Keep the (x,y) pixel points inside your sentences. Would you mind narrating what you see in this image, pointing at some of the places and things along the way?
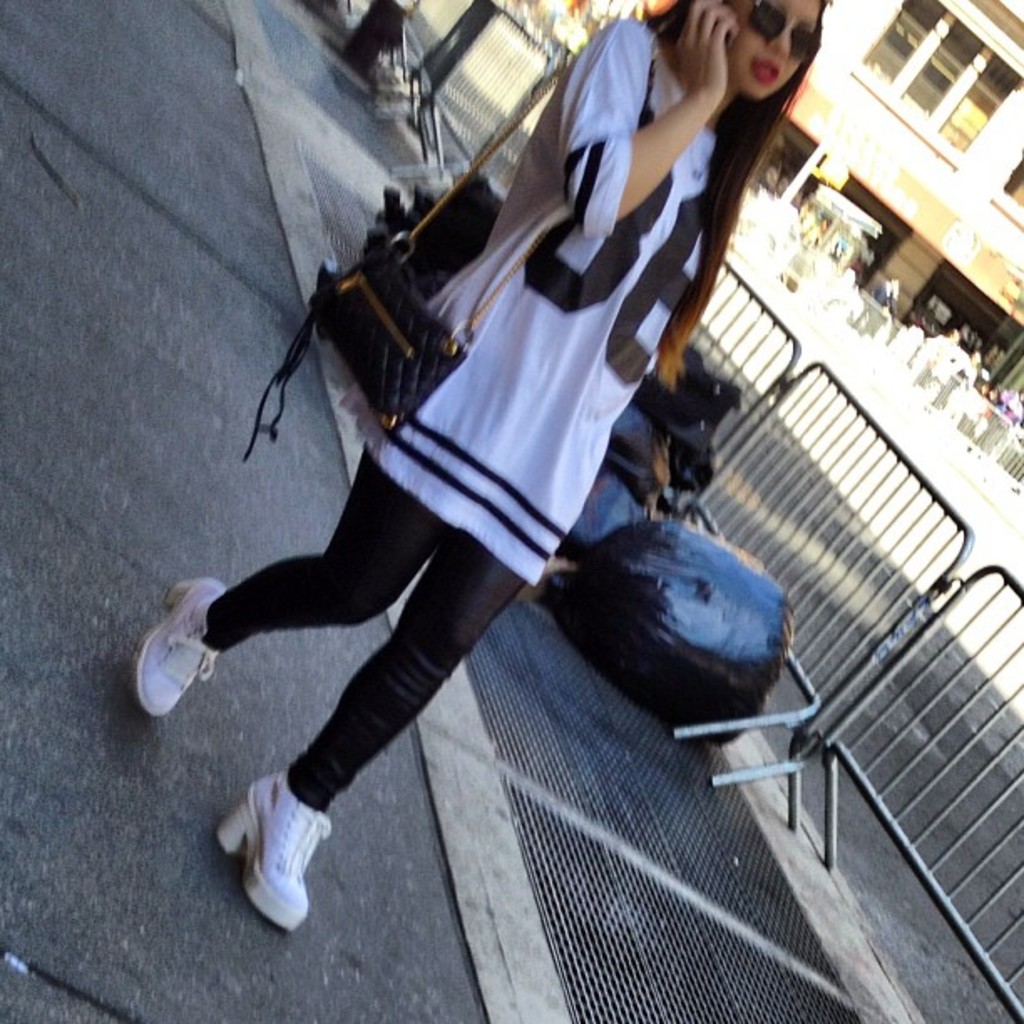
In this image there is a girl (449,479) walking on the footpath (328,866) by wearing the bag (425,335), behind her there are few plastic covers (661,533) with some garbage (668,624) in it are thrown on the footpath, Beside them there is a fence (871,458). In the background (908,168) there is a building (964,123). Below the building (964,123) there are few people (991,402) standing on the road (974,452). At the top (373,30) there is a bucket (381,40) on the footpath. The woman (760,73) is wearing the spectacles (795,34).
